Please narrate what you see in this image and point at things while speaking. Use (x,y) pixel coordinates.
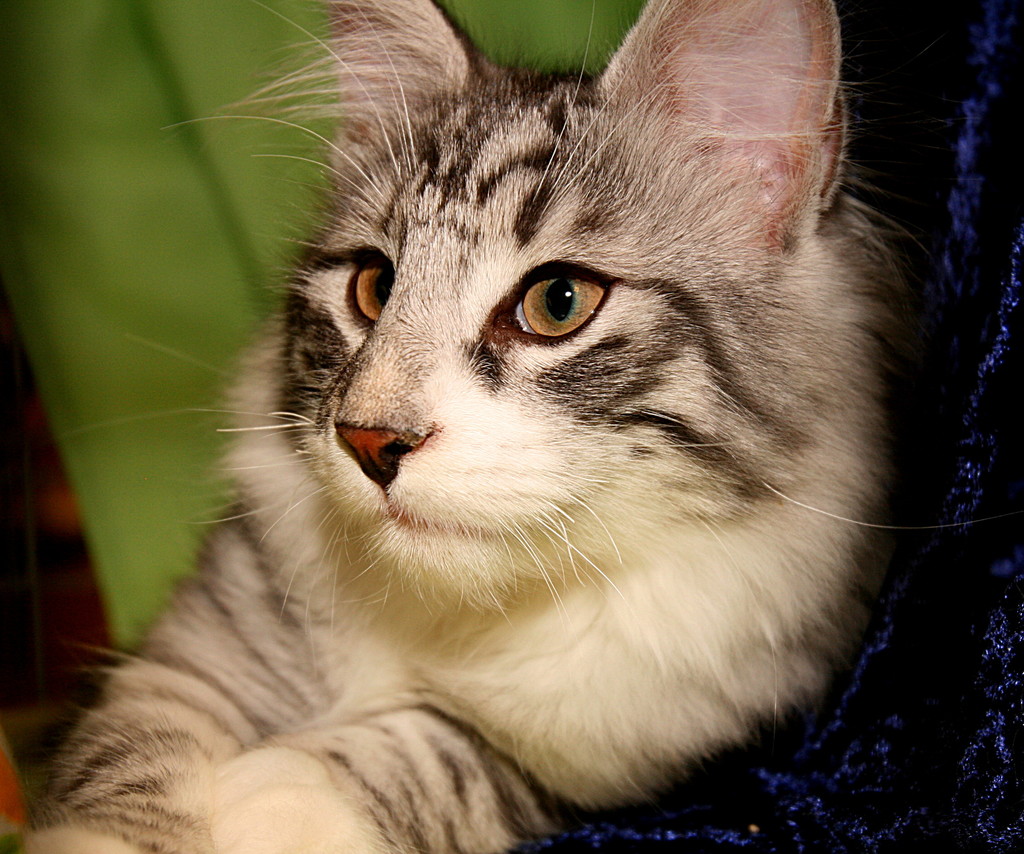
In a given image I can see a cat (384,475).
